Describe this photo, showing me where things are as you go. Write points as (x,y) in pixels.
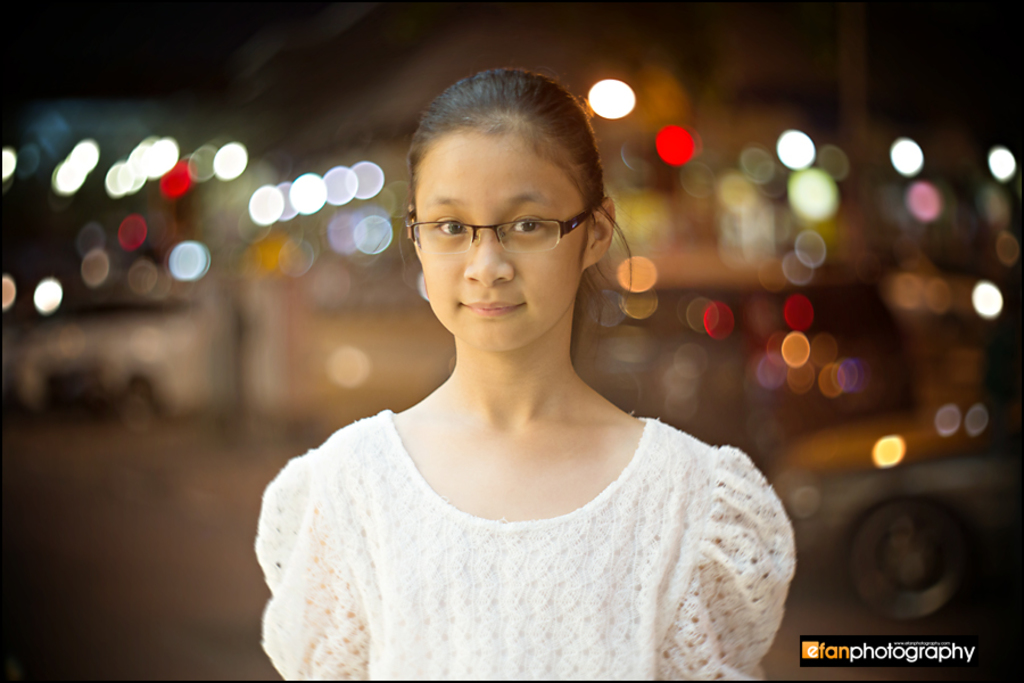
In this image, I can see a girl (516,536) standing and smiling. She wore a white dress (400,544). In the background (284,206), I think these are the colorful lights (343,183). On the right side of the image (802,472), that looks like a vehicle (926,548). At the bottom of the image (971,660), I can see the watermark (908,658).
